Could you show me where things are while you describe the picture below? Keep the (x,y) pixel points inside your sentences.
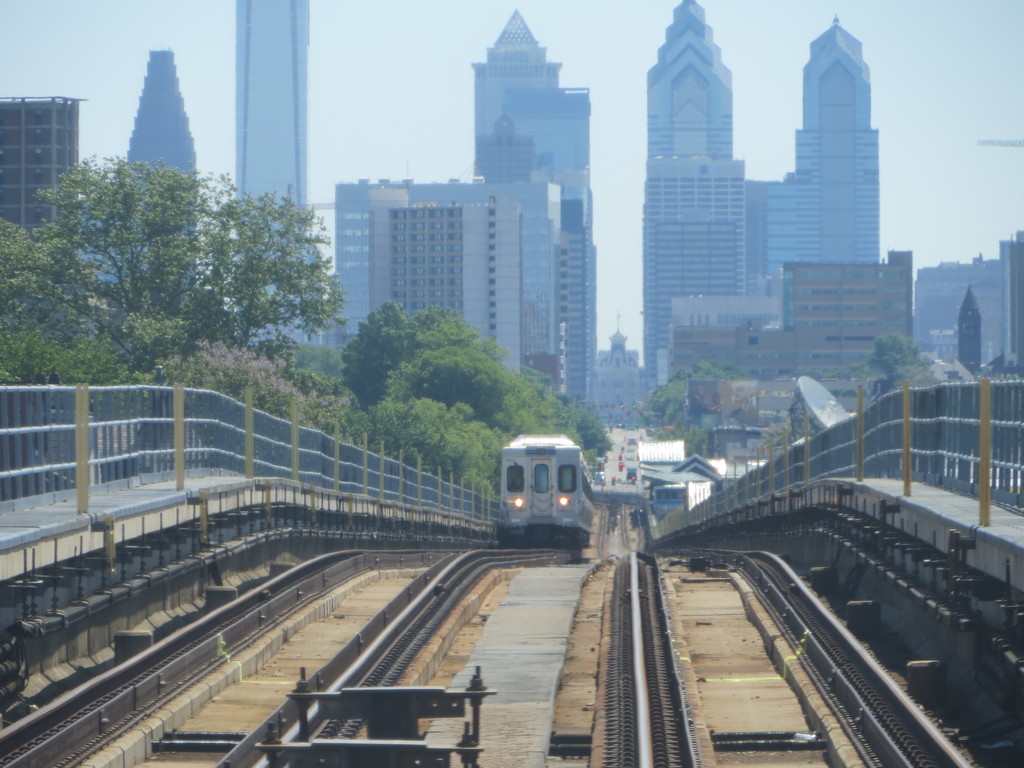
There is a train (583,484) on the track (386,596). Here we can see a fence (859,425), trees (138,282), and buildings (578,266). There are vehicles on the road (636,468). In the background (605,123) we can see sky (990,155).
